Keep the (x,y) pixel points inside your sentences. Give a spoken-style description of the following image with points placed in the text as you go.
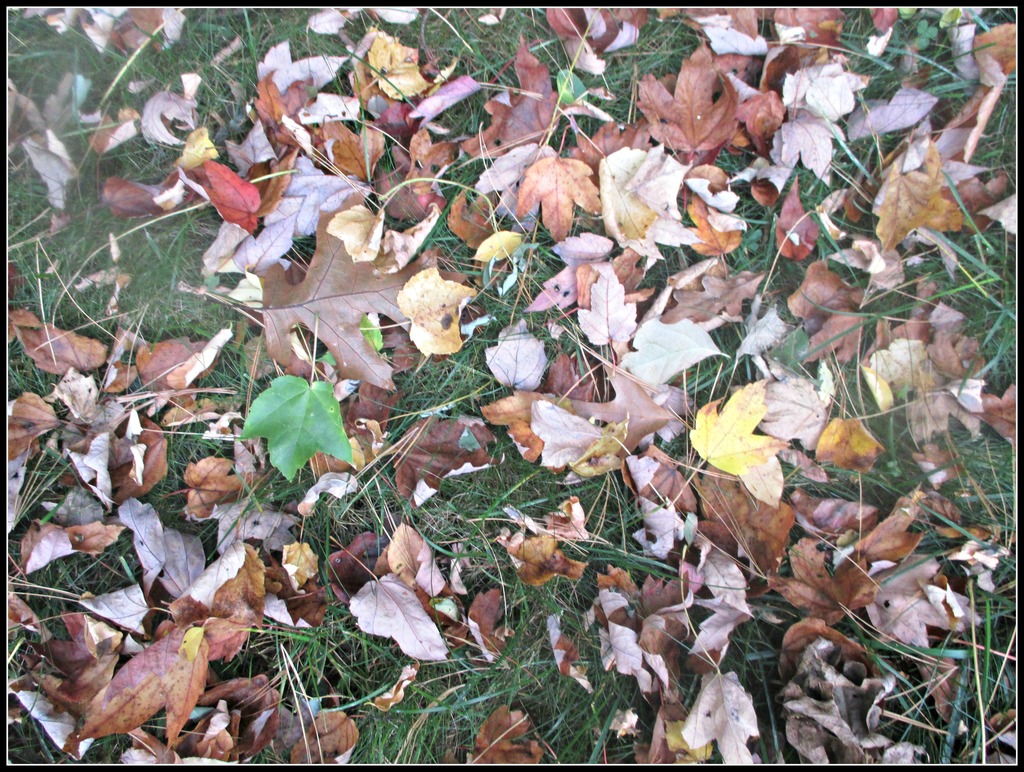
In this image I can see grass (272,500) and on it I can see number of leaves (566,461).
